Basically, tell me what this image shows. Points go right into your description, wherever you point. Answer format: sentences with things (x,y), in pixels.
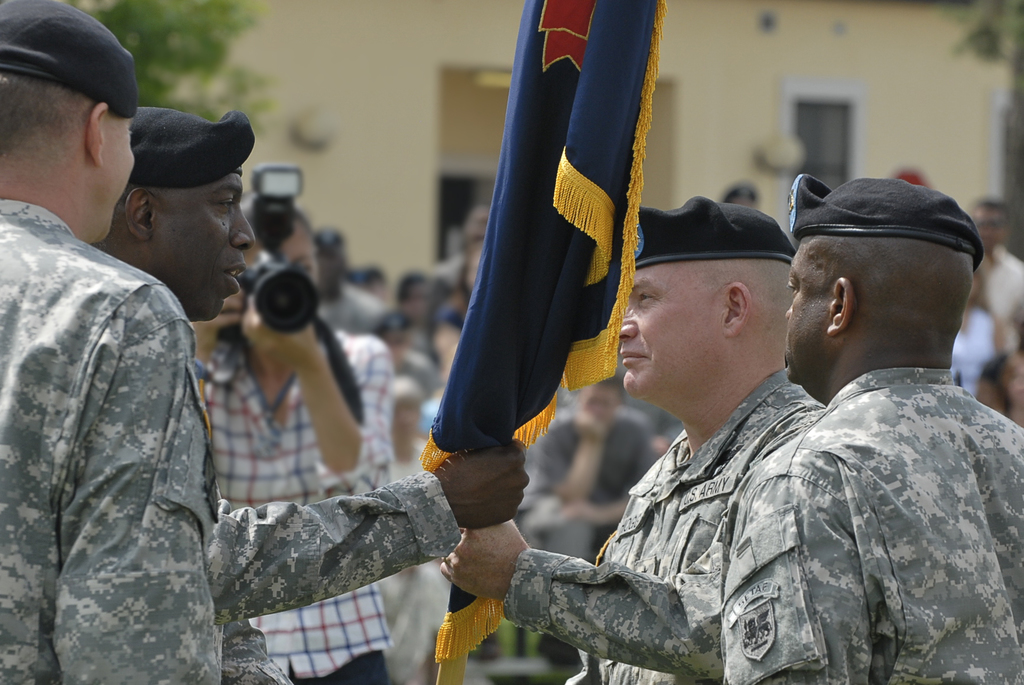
In this image we can see these people (75,433) wearing uniforms (117,334) and caps (121,44) are holding a flag (441,420) which is in blue color. The background of the image (247,406) is slightly blurred, where we can see this person (332,434) is holding a camera (280,295) and these people (420,279) are standing, here we can see trees (142,44) and the building (307,145).
